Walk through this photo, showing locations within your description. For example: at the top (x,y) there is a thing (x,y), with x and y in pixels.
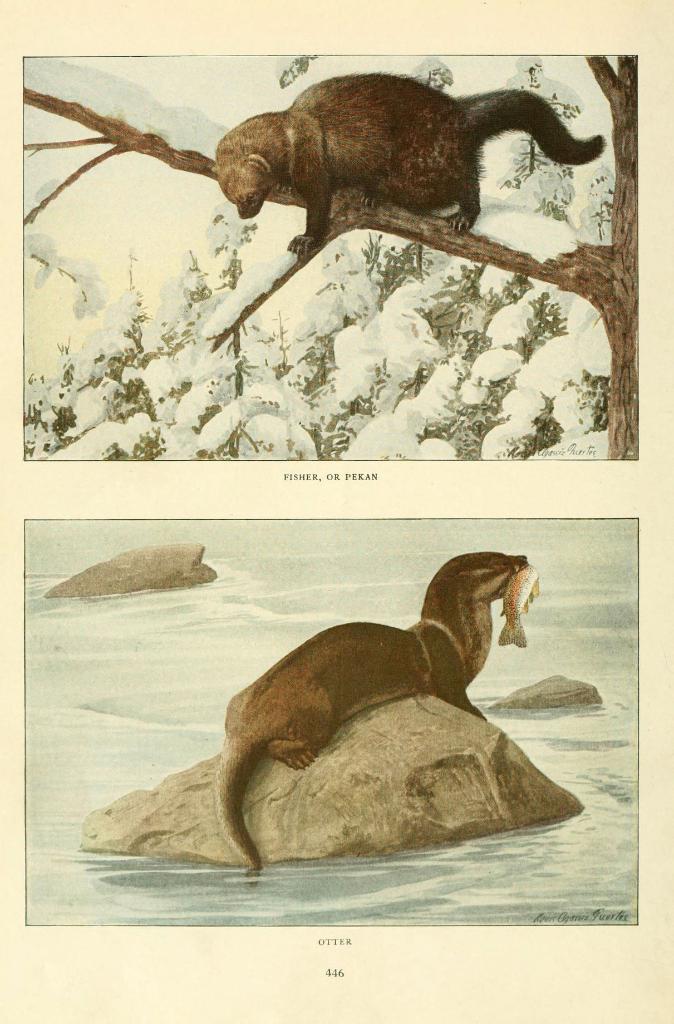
In this image, we can see pictures (329,377) of animals (375,193) on the paper (487,950).
